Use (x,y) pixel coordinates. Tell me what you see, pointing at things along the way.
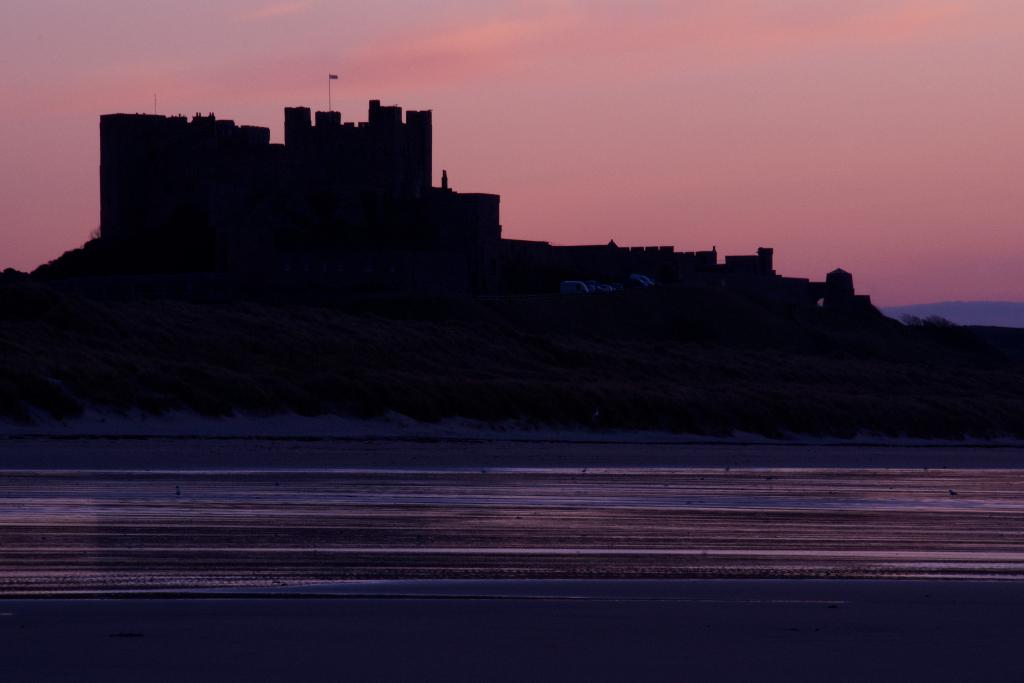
In this picture we can see the beach (375,565), fort (468,282), flag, mountains (1005,316) and in the background (670,77) we can see the sky (670,77) with clouds (478,24).
